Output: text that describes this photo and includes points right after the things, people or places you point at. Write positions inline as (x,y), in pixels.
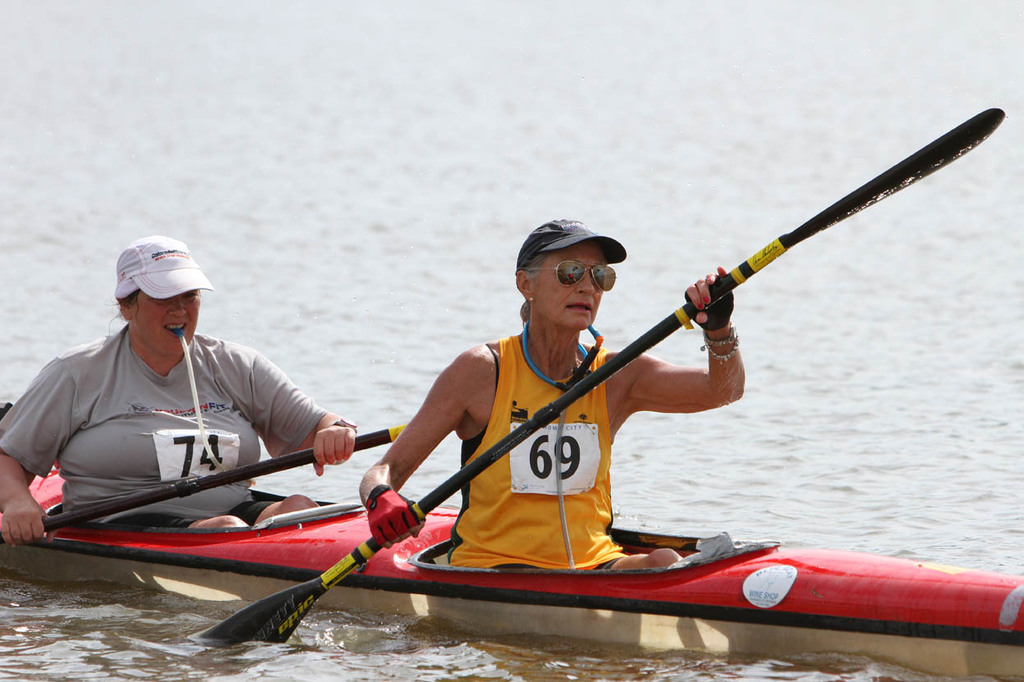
In this image, I can see two persons (210,472) holding paddles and sitting in a kayak boat (383,586), which is on the water (414,661).
